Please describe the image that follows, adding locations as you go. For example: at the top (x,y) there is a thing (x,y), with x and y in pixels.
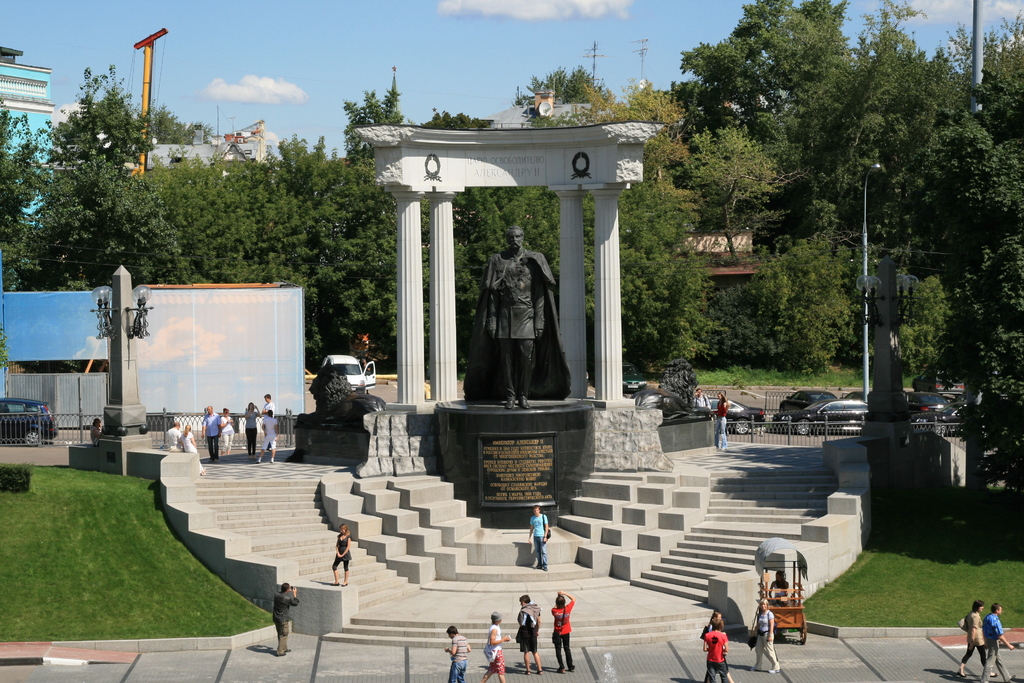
In this picture there is a statue (561,399) in the foreground (519,267) and there are staircases (500,535). There are group of people (993,643) walking on the road (730,672) and there are group of people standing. There are vehicles (815,413) behind the railing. There are buildings (715,284), trees (1002,253) and poles (102,295). At the top (438,75) there is sky (358,69) and there are clouds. At the bottom (924,531) there is a road (198,655) and there is grass (972,504).
